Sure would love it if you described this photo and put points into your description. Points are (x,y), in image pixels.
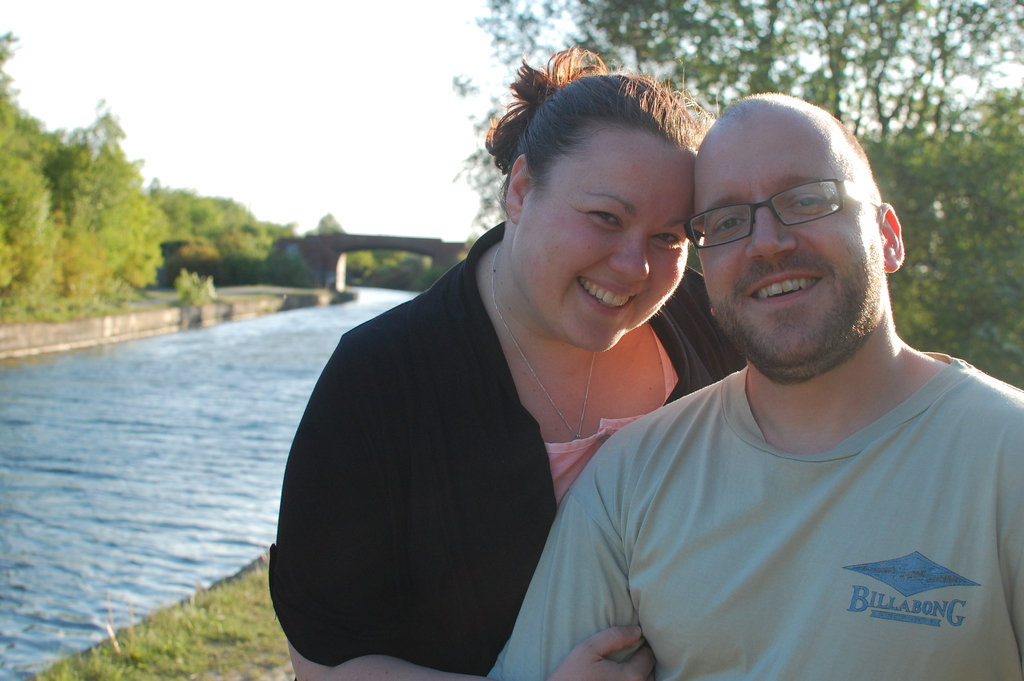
This picture shows a man (584,525) and a woman (350,333). We see smile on their faces (765,287) and a man (710,214) wore spectacles (724,224). we see water (281,396) and a bridge (338,266), Few trees (70,246) and a cloudy sky (231,113) and we see grass (174,638) on the ground (170,633).
